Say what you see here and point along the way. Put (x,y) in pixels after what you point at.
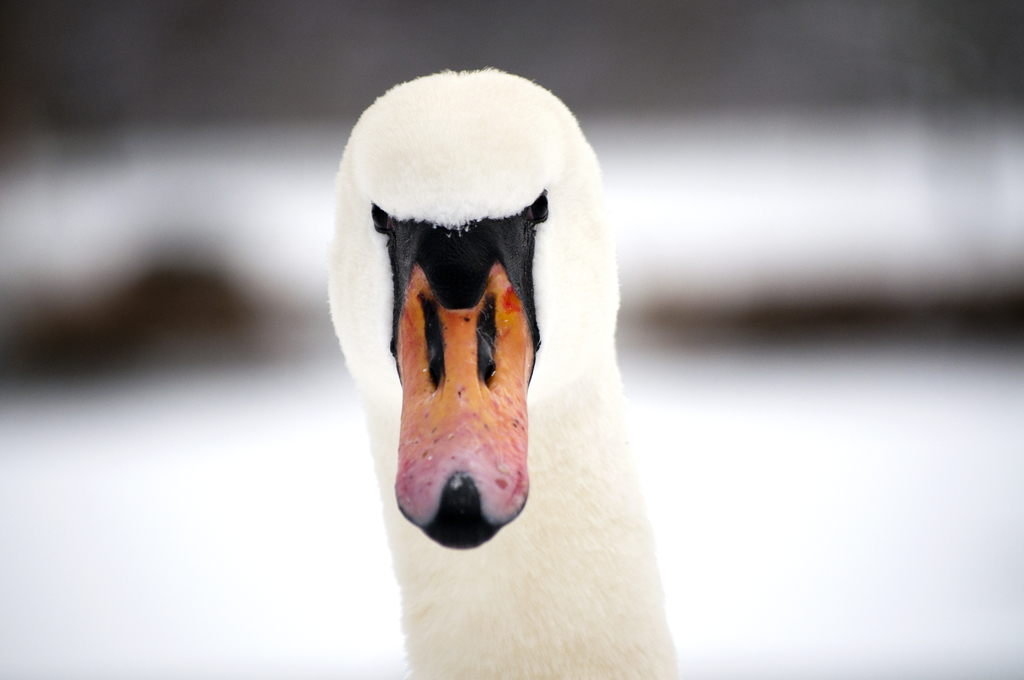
In the middle of the image (615,339) we can see a swan (344,157). Background of the image (356,629) is blur.
